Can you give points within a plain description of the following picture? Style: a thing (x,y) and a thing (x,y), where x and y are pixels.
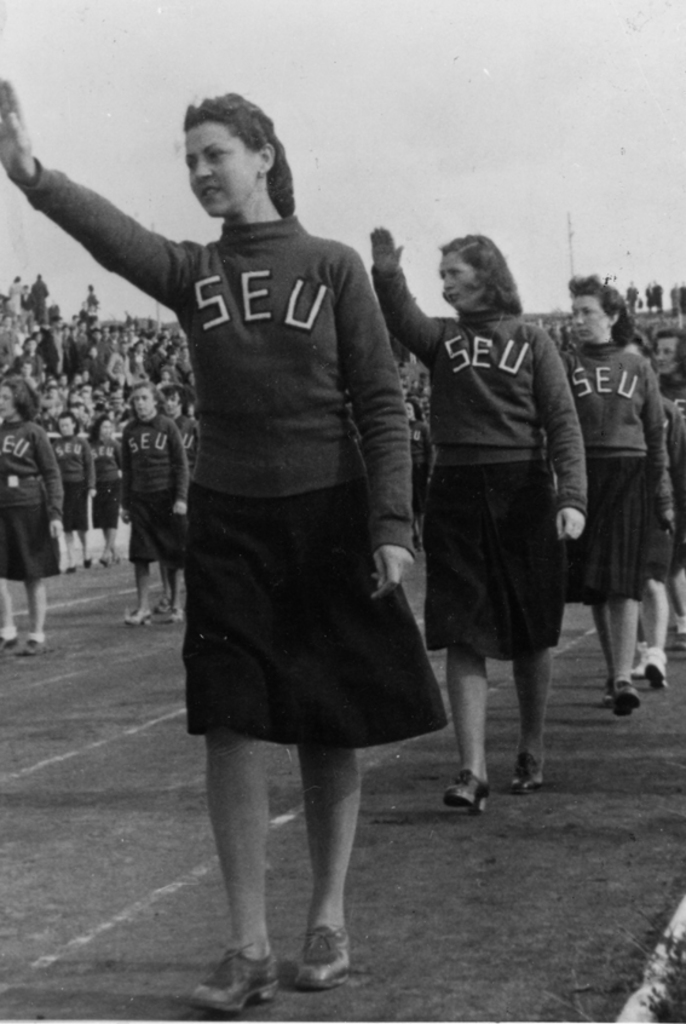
This is a black and white image, we can see there is a group of persons (271,504) standing in the middle of this image (246,455), and there is a crowd (49,367) in the background (159,368). There is a sky (409,81) at the top of this image (450,131).
